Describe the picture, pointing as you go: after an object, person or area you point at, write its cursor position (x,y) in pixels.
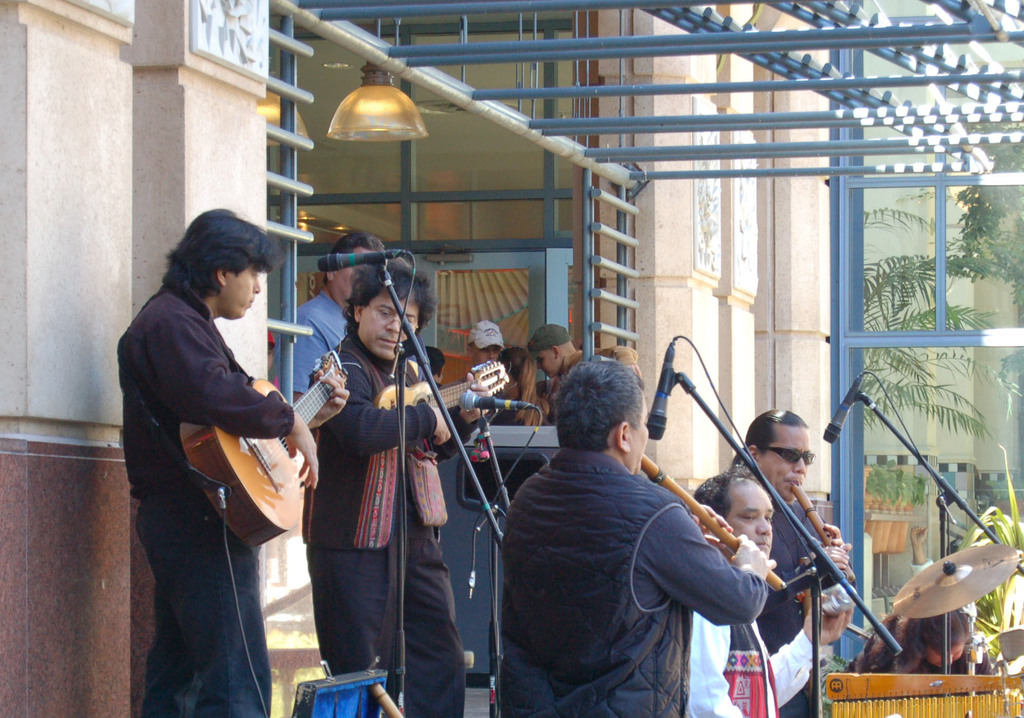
In this image, there are a few people (874,656). We can see some musical instruments (867,694) and microphones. We can see some iron rods (564,45). There are a few trees (885,362). We can see a lamp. We can see the wall (6,551) and some pillars (60,385).
